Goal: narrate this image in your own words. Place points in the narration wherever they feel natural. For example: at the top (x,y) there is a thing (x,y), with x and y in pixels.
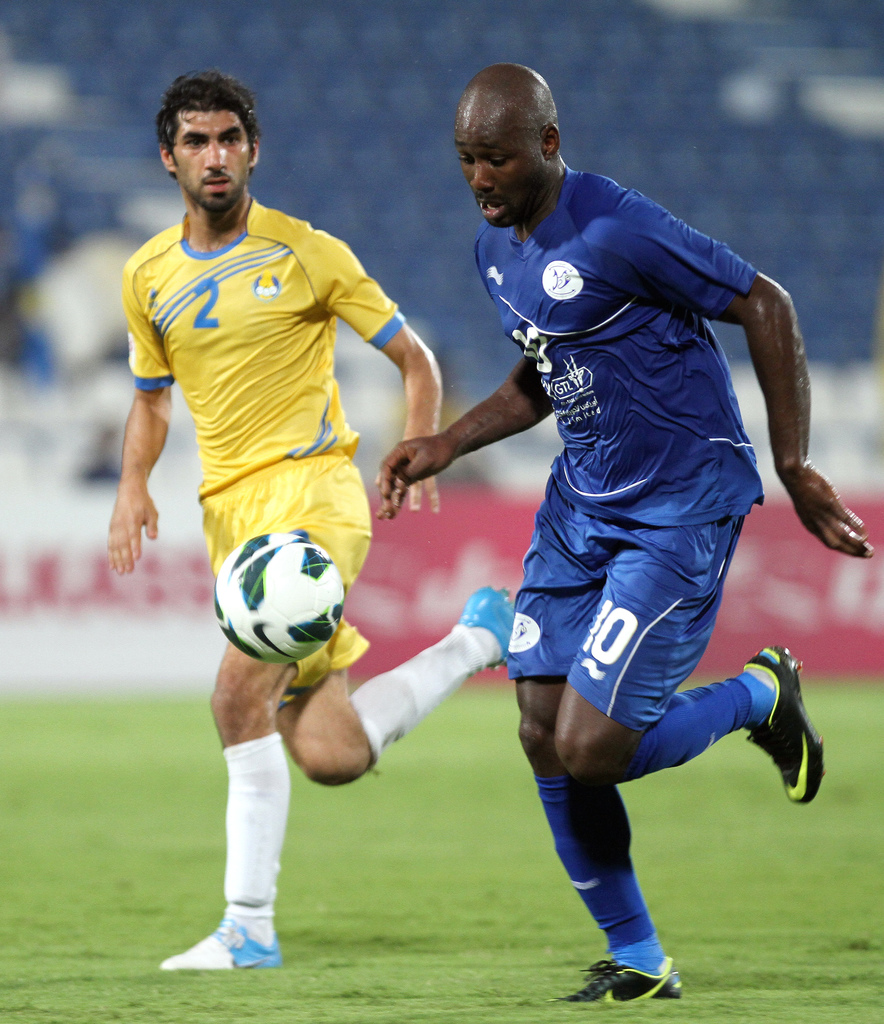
In this image we can see two persons (418,433) playing football. On the ground (209,898) there is grass (476,913). In the background (165,187) it is looking blur.
